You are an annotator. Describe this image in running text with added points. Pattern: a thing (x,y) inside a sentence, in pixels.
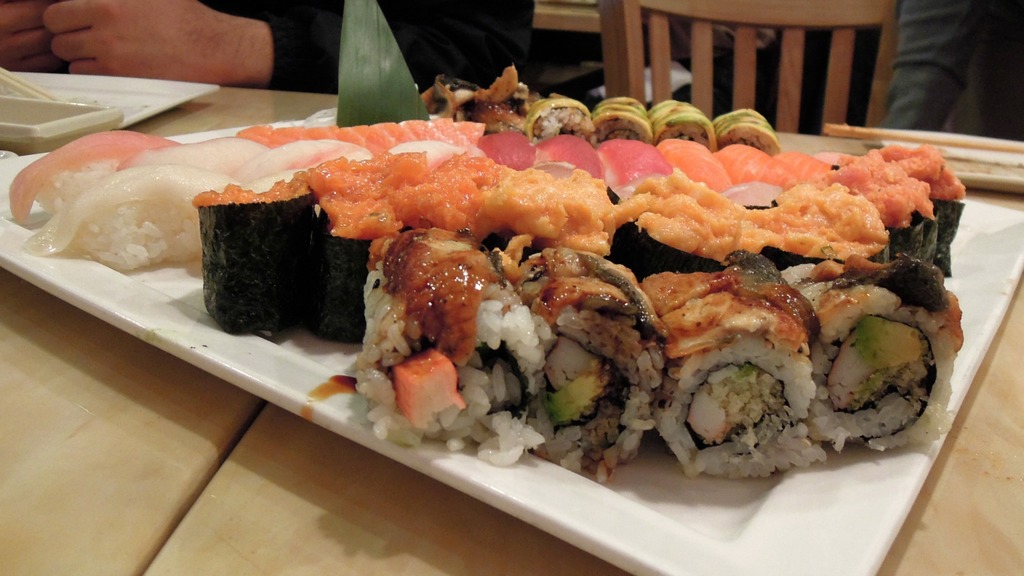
In this image I can see plates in which food items (606,305) are kept on the table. In the background (907,125) I can see a person (493,44) is sitting on the chair (623,83). This image is taken may be in a hotel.
